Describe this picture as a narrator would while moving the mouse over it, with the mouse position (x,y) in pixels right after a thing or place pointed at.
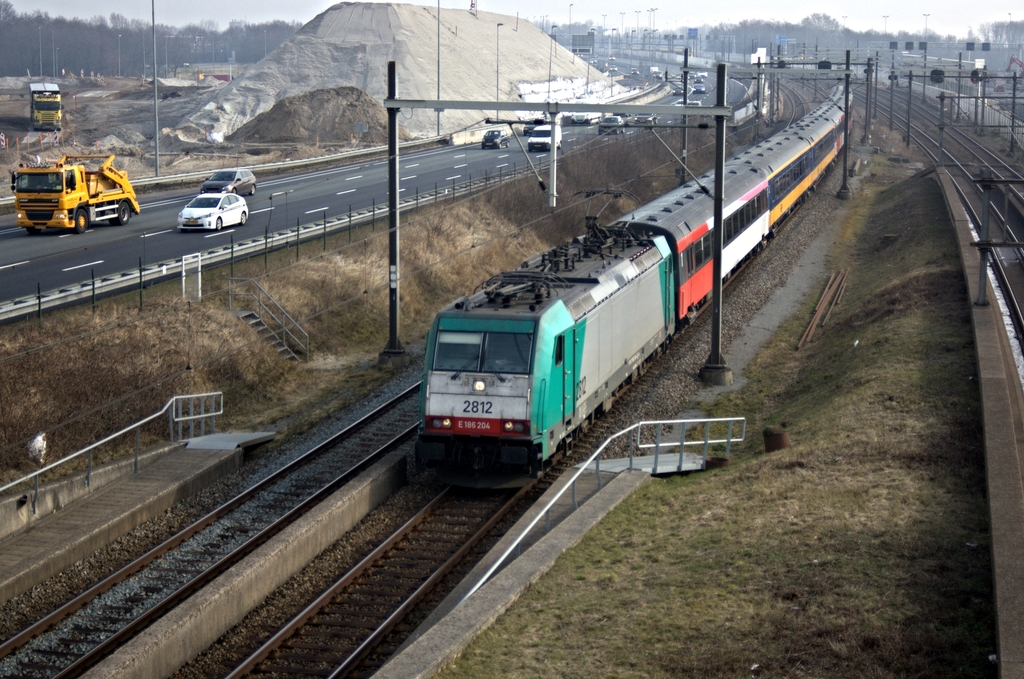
In the picture we can see a train (597,234) is moving on the railway track (443,495) and we can see vehicles (98,210) are moving on the road (400,169). Here we can see the poles (199,257), trees (843,40), boards (982,65), wires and the sky (978,13) in the background (860,19).
